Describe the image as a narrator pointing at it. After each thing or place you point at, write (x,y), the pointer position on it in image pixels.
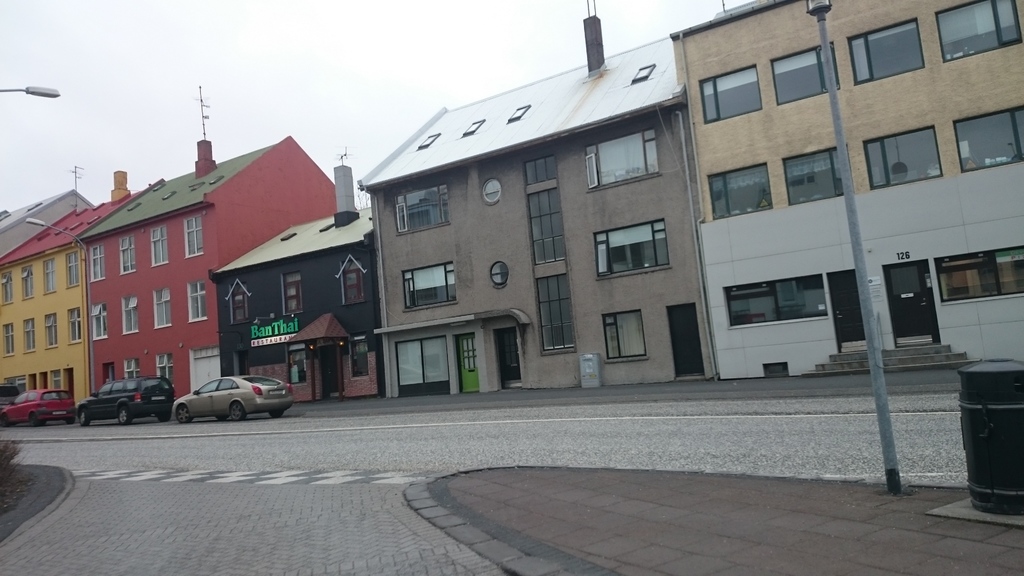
In this image there are few buildings (544,287), few vehicles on the road (383,432), street lights (877,393), a bin (983,467) on the pavement (483,514), grass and the sky (2,209).
